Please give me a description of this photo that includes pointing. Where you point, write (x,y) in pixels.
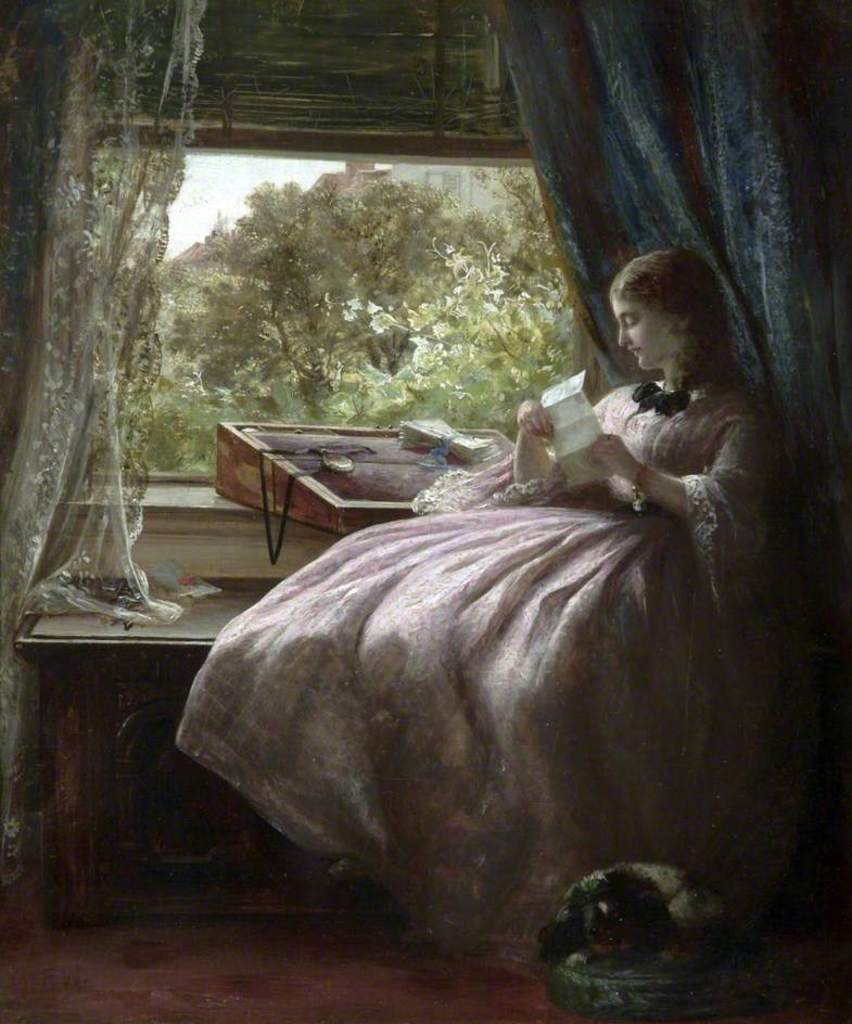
In this picture I can see there is a woman (633,477) sitting on the bench (37,624) and she is holding a paper (583,480), there is a wooden plank (312,459) in front of her, there is an object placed on the floor (127,1003) and there is a window (178,446) in the backdrop (444,257) and there are few trees (303,258) and building (356,187) visible from the window (272,249) and the sky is clear.
